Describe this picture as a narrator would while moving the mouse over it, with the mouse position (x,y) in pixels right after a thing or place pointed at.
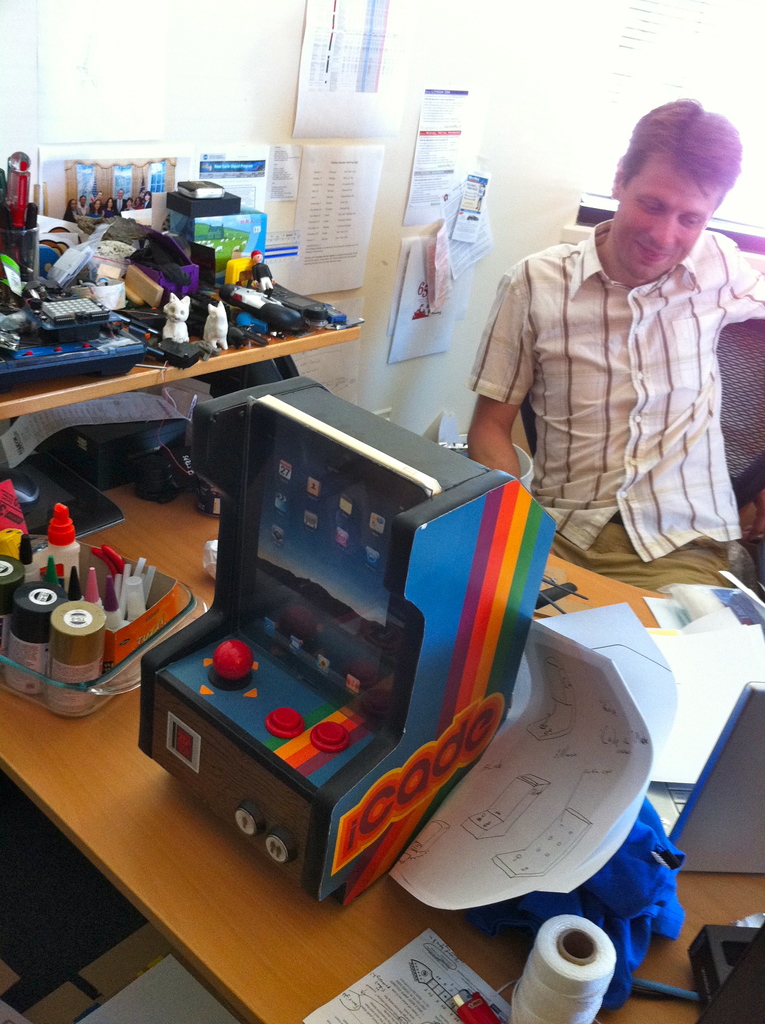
In this image I see a man (582,265) who is sitting and he is smiling, I can also see table (263,981) in front of him and there are many things (358,417) on it. In the background (75,42) i see the wall (3,23) and papers (427,333) on it.
